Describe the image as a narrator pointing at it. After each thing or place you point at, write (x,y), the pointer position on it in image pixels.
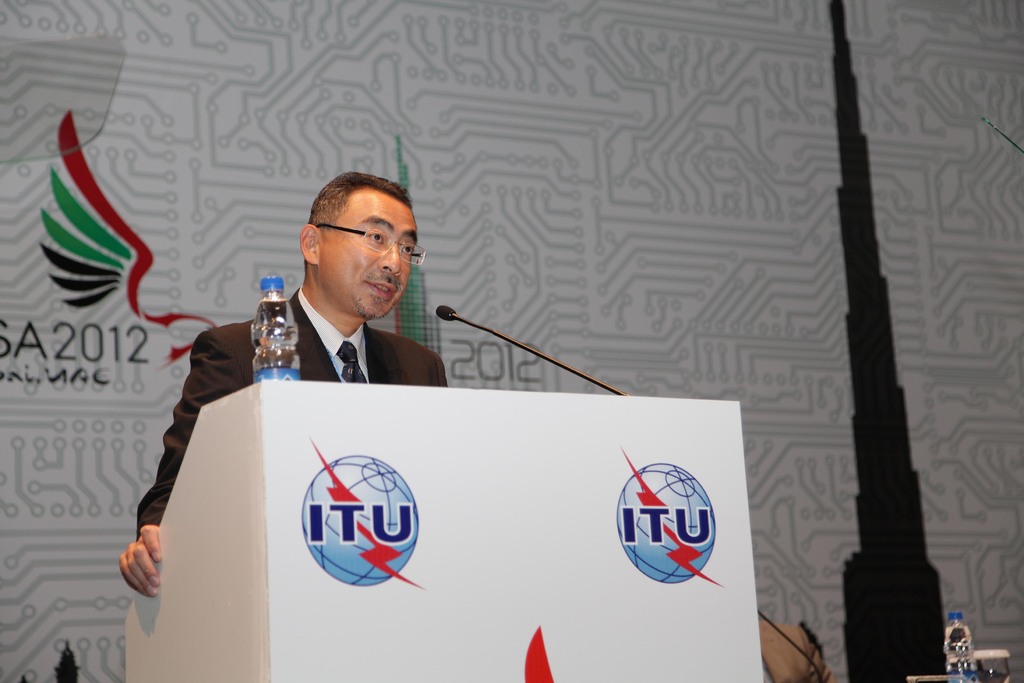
In this image I can see there is a man (324,294) standing behind the podium (505,443), there is a water bottle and a microphone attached to the podium (326,502). There is a banner (86,507) in the background (262,166) and there is a logo (78,287) on it.
